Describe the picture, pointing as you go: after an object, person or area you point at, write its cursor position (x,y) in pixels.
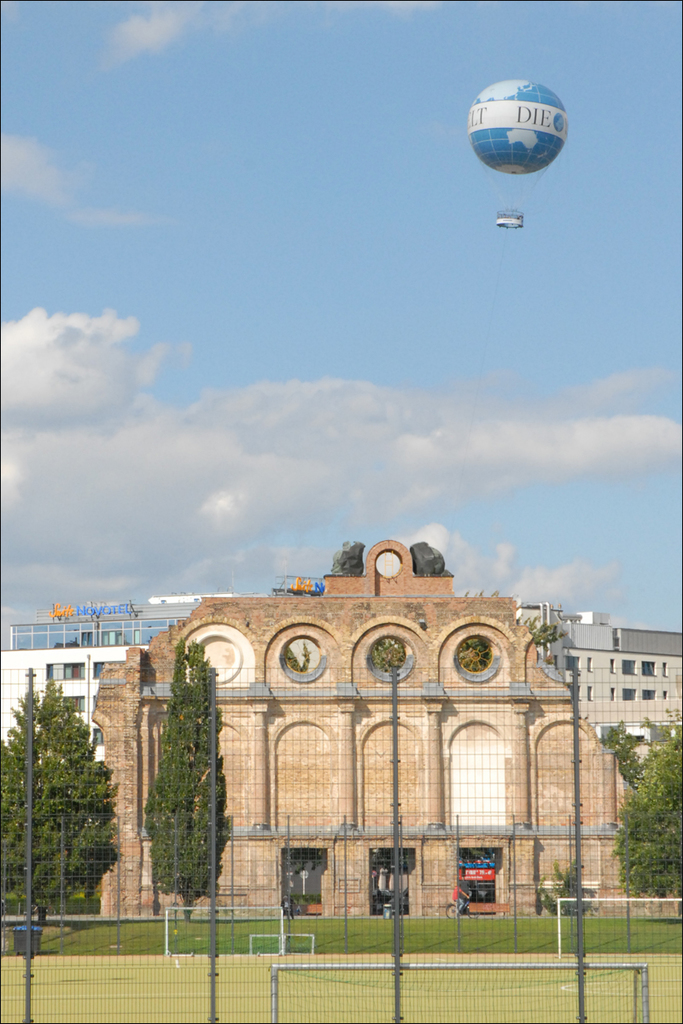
In this image we can see iron fencing (330,913), nets (329,972), grass (247,944) and in the background of the image (323,792) there are some trees (87,806), buildings (429,737) and top of the image (360,246) there is cloudy sky (304,192) and a gas balloon (519,220) flying in the air (320,251).
